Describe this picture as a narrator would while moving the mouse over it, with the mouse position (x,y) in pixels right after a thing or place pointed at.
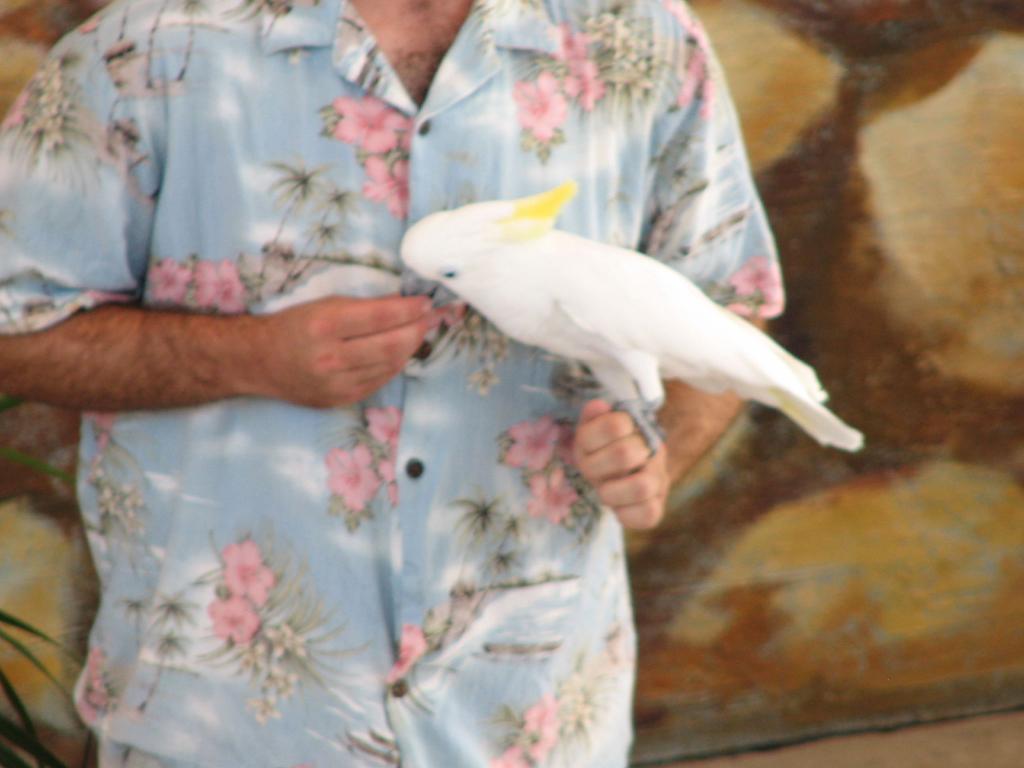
In this picture there is a man (370,64) who is wearing a shirt (426,630) and trouser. In his hand (605,481) I can see the white color bird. In the back (956,407) I can see the wall (906,600). In the bottom left corner (24,739) I can see the leaves (27,767) of the plant (3,612).
